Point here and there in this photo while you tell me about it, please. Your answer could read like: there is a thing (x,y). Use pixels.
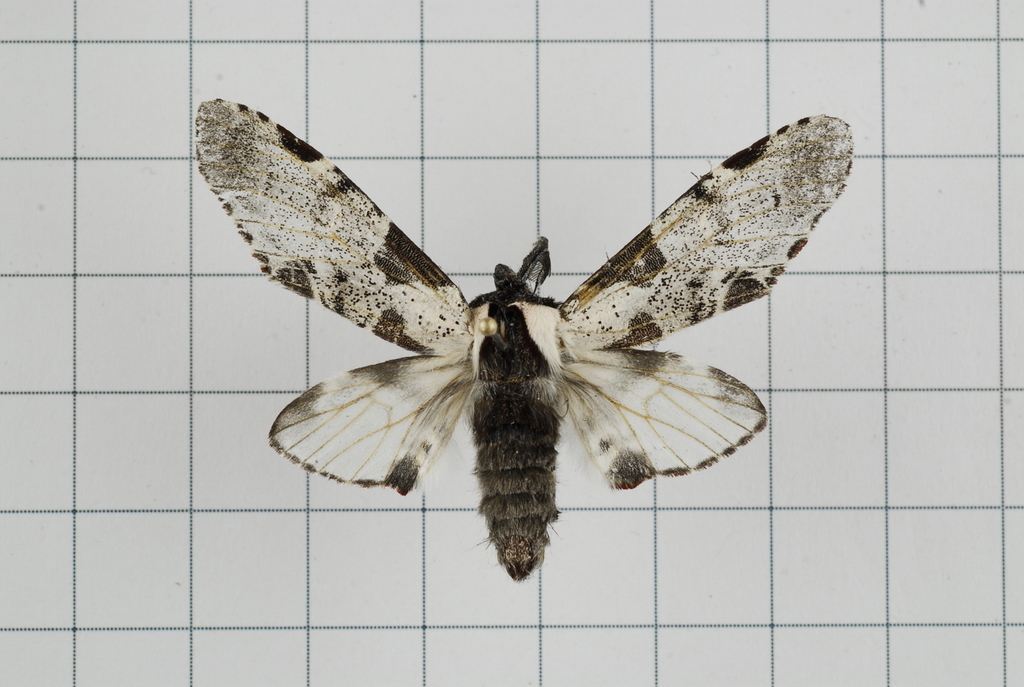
In this picture I can see a butterfly (410,444) and looks like tiles (631,185) in the background (449,183).
